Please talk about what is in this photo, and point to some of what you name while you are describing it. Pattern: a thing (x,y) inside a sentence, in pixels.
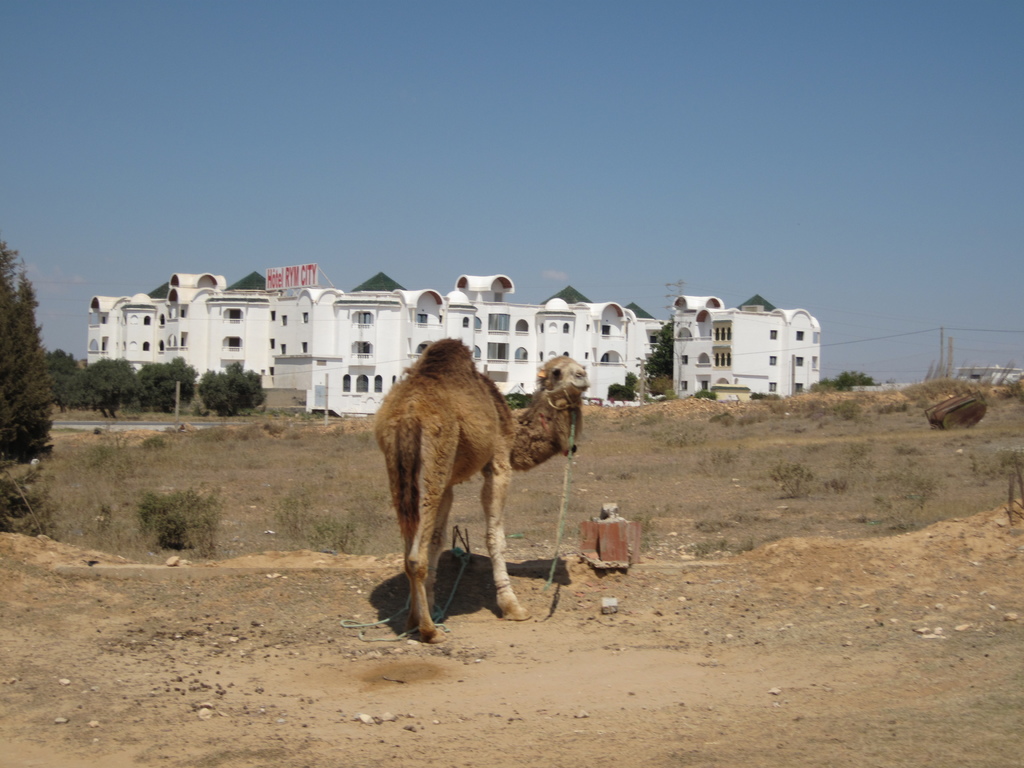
In this image there is a camel (441,511) on a land (111,447), in the background (251,324) there are trees (158,387), buildings (311,325) and the sky (375,202).
